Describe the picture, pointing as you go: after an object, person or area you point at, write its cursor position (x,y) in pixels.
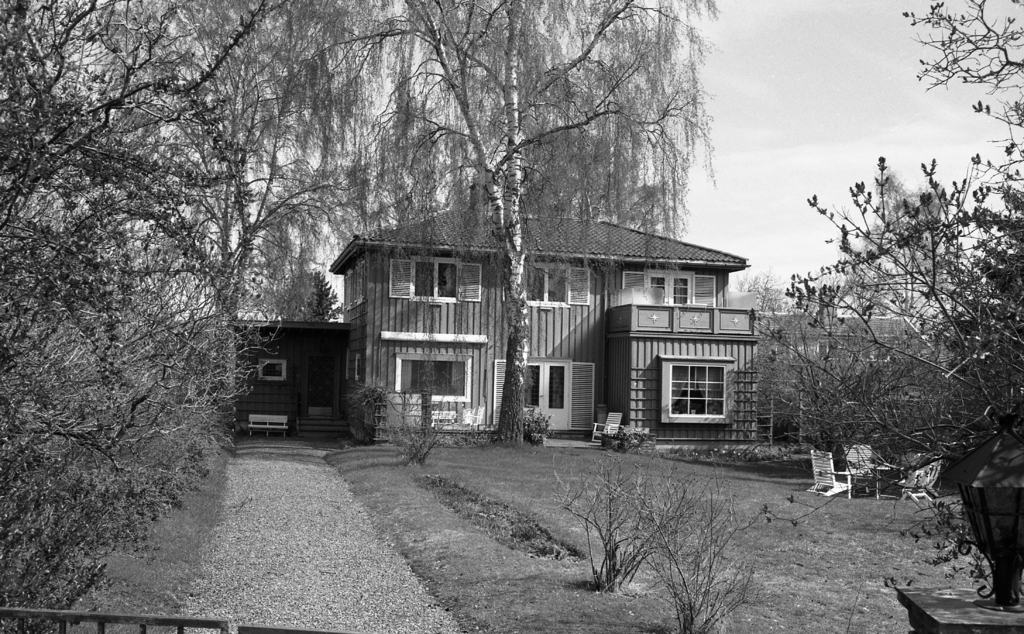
In this black and white picture there are chairs (905,490) and a table (887,470) on the grassland (554,507) having plants (618,512) and trees (893,403). Left side (328,549) there is a path (298,500) having benches (285,419). Left bottom there is a fence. Background there are trees (986,369) and buildings (558,402). Right top there is sky (830,91). Right bottom there is a lamp (995,564) on the wall (947,607).
